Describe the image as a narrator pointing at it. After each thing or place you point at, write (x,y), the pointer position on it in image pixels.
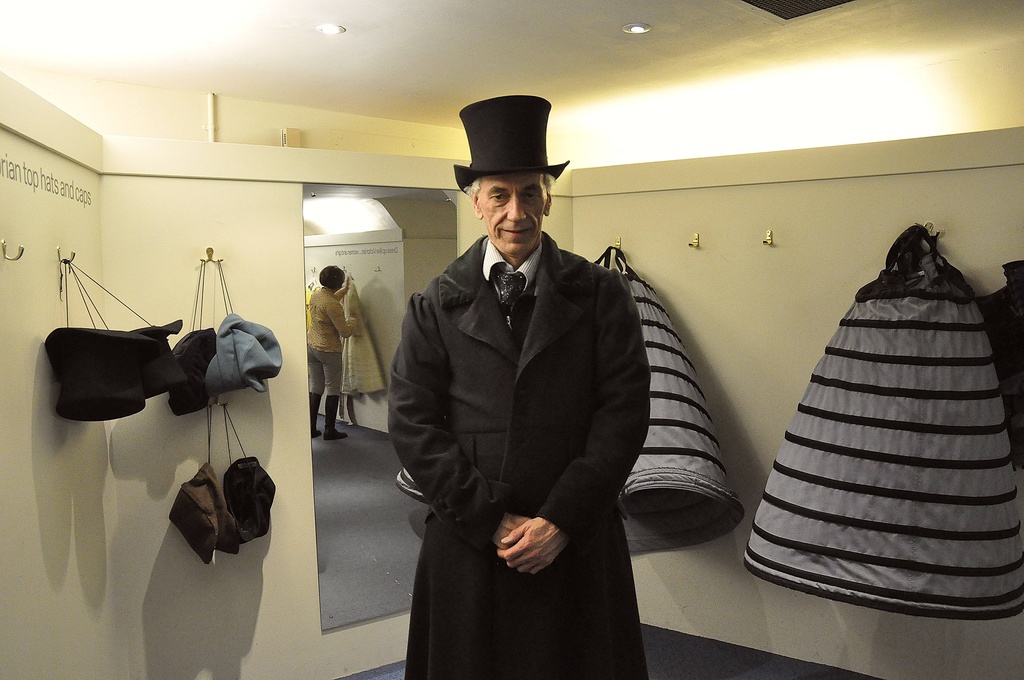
In this image I can see the person (442,372) standing and the person (526,370) is wearing black color dress (518,359) and I can see few hats (147,370) and hoop skirts (871,501) are hanged to the hooks (57,260). In the background (363,284) I can see the mirror (349,316) and I can also see the person (321,314) in the mirror (340,303).
